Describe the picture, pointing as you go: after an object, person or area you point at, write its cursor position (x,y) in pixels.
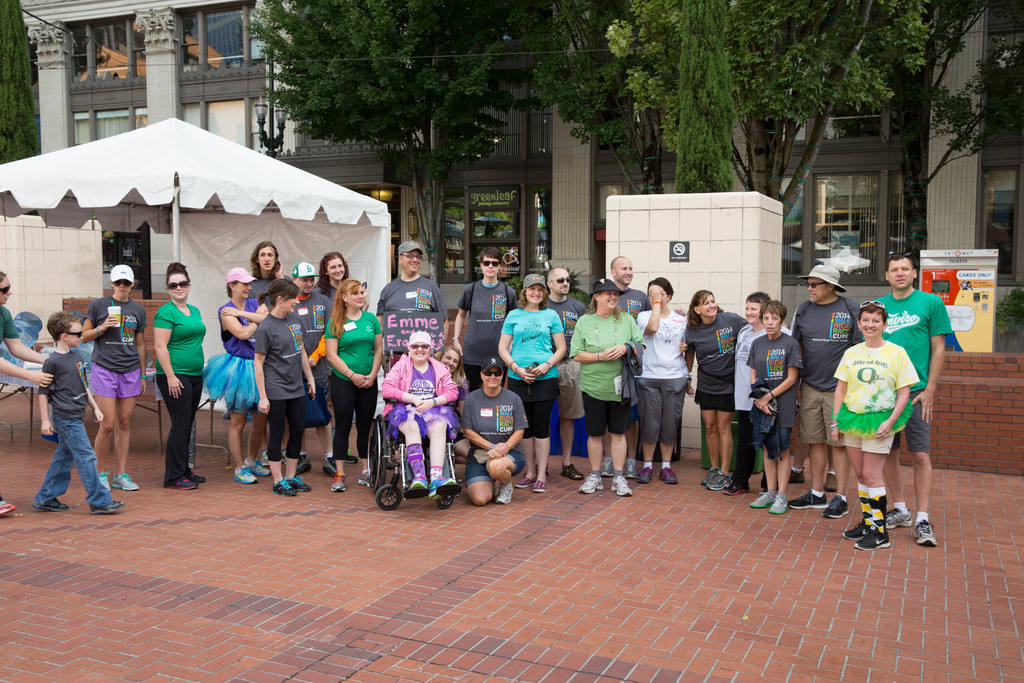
In the image i can see some group of persons (118,372) standing, in the foreground of the image (428,412) we can see two persons (476,402) woman (401,416) sitting on wheel chair (401,461), man (469,434) crouching down and in the background of the image (380,147) there are some trees (1,151), houses (808,213).
